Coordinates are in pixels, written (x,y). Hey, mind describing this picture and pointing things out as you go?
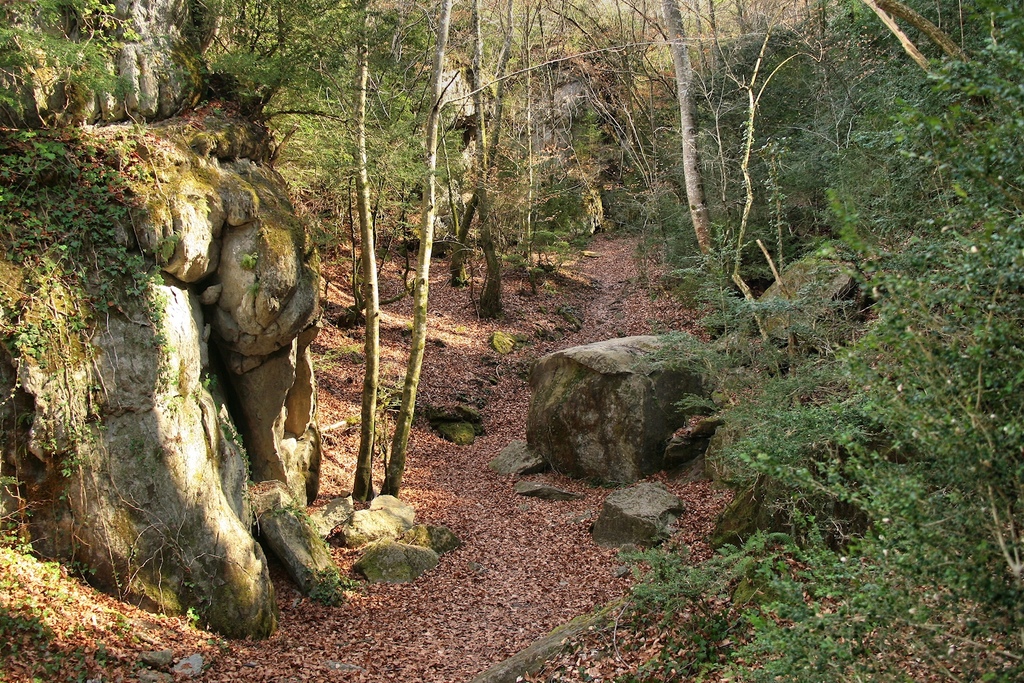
In the picture I can see the trees (740,271). There are rocks (393,560) on the left side (161,319). I can see the leaves (483,365) on the ground (483,365).
